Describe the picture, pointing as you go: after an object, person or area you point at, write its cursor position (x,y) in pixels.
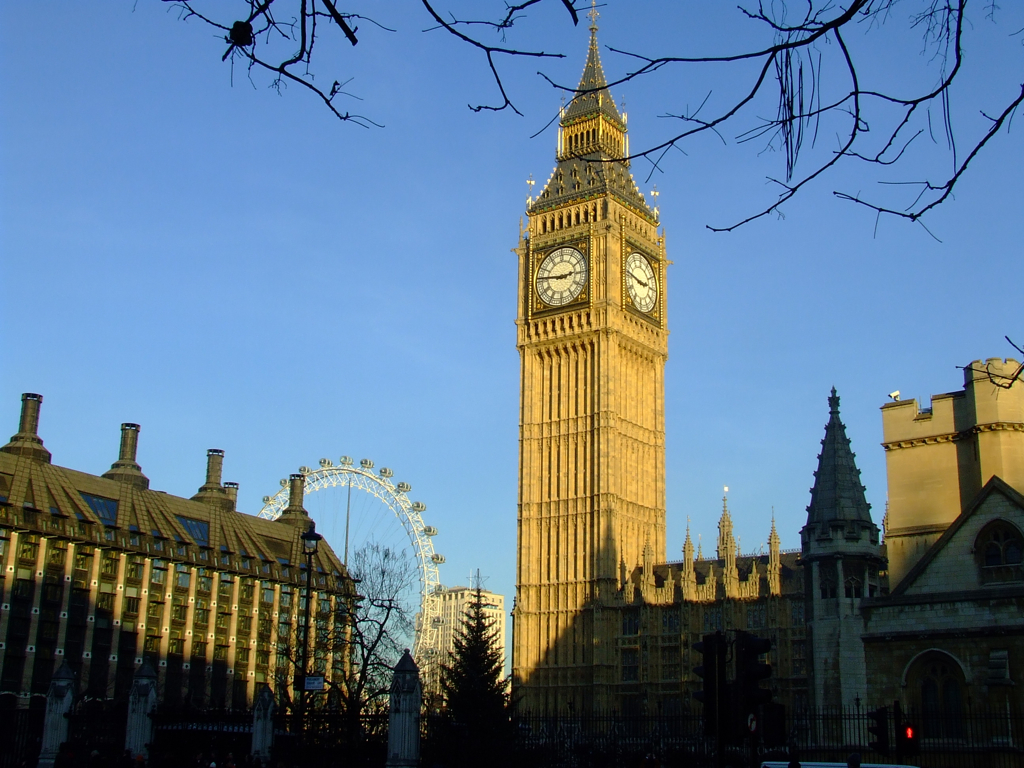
In this picture we can see there is a clock tower (646,464) and buildings (671,640). In front of the buildings (249,611), there are trees (494,666), a street light (304,641) and iron grilles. Behind the buildings (316,555), there is a "Ferris wheel" (423,551) and the sky (362,497). At the top of the image (955,71), there are branches (898,100).
